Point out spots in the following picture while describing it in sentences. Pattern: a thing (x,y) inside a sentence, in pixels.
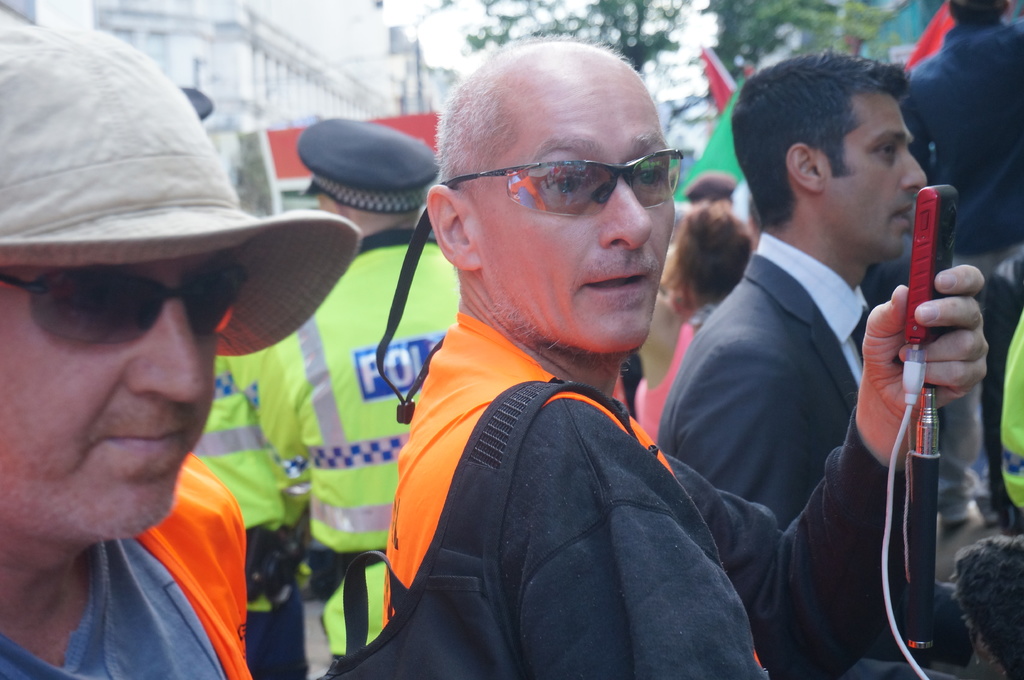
In this image in the foreground (634,72), we can see many people (903,140) standing, and a person (163,234) on the left side (18,497) wearing a cap (7,252), and at the back (341,281) we can see the policeman (288,438).
